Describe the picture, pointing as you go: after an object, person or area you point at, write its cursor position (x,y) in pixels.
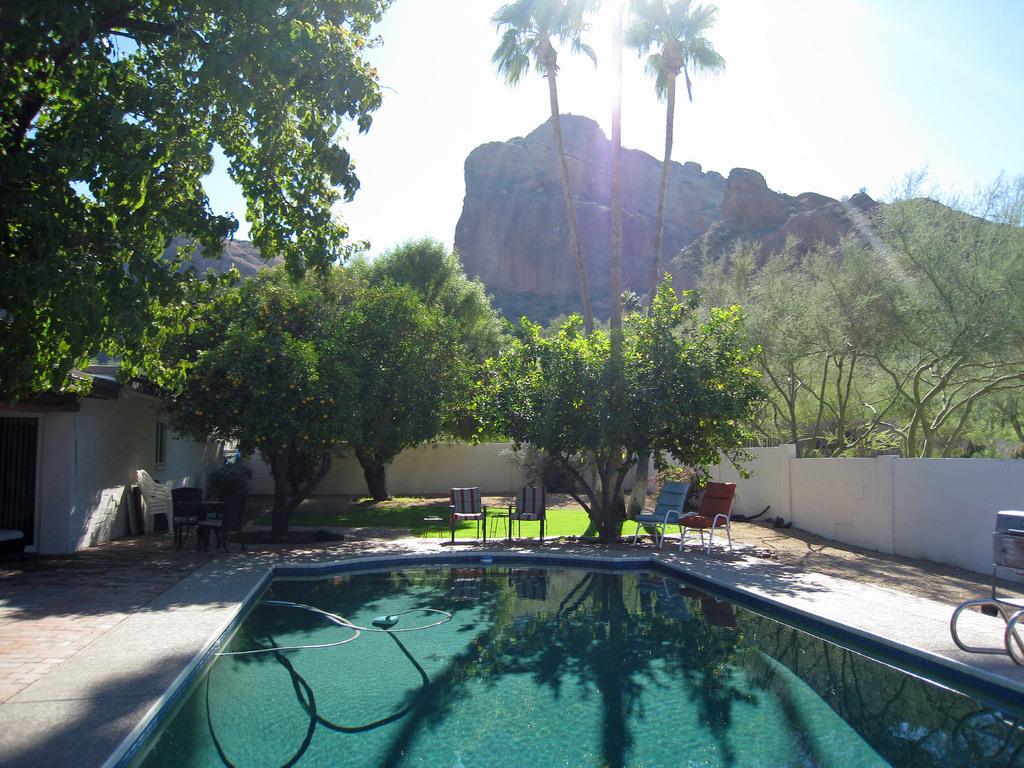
There are chairs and a swimming pool (404,582) in the center of the image (529,511) and there is a bench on the right side (1005,606), there are chairs (173,500) and a room (157,460) on the left side (87,435). There are trees (801,279), mountains (635,216) and sky (778,165) in the background area (778,165).
